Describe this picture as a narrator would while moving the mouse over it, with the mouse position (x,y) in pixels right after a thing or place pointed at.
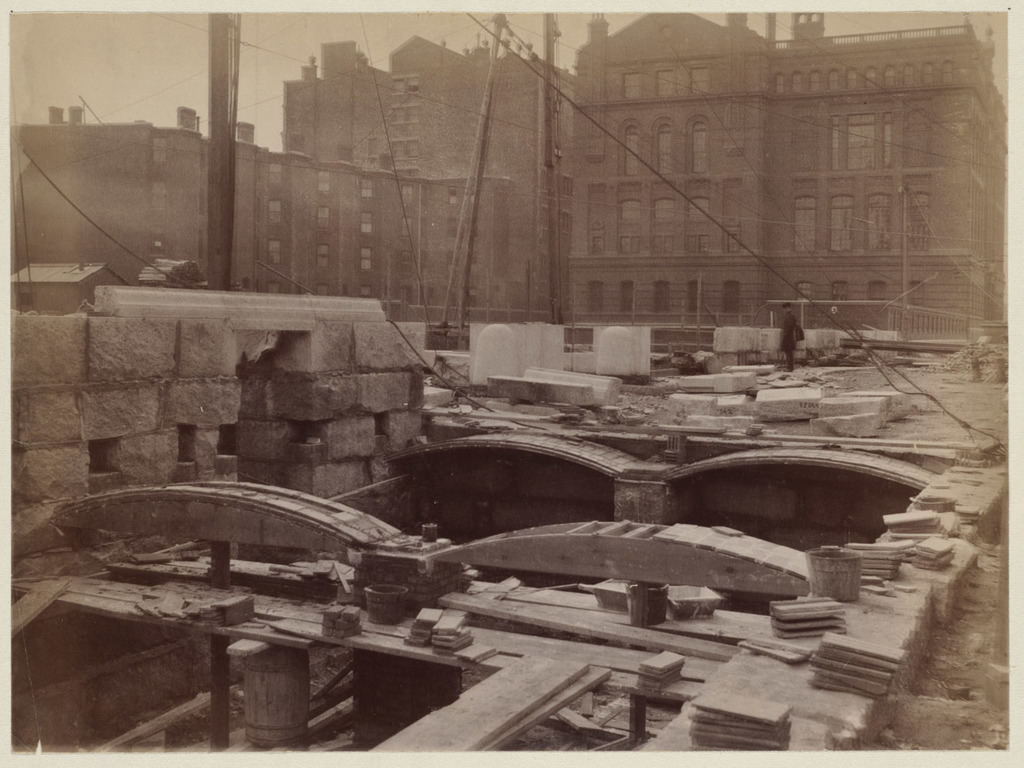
In this image there is a construction site (528,646) at bottom of this image (684,536) and there is one person (793,333) standing at right side of this image (788,321) and there are some current poles (544,159) at top of this image (234,244) and there is a building (637,137) in the background (770,190).
